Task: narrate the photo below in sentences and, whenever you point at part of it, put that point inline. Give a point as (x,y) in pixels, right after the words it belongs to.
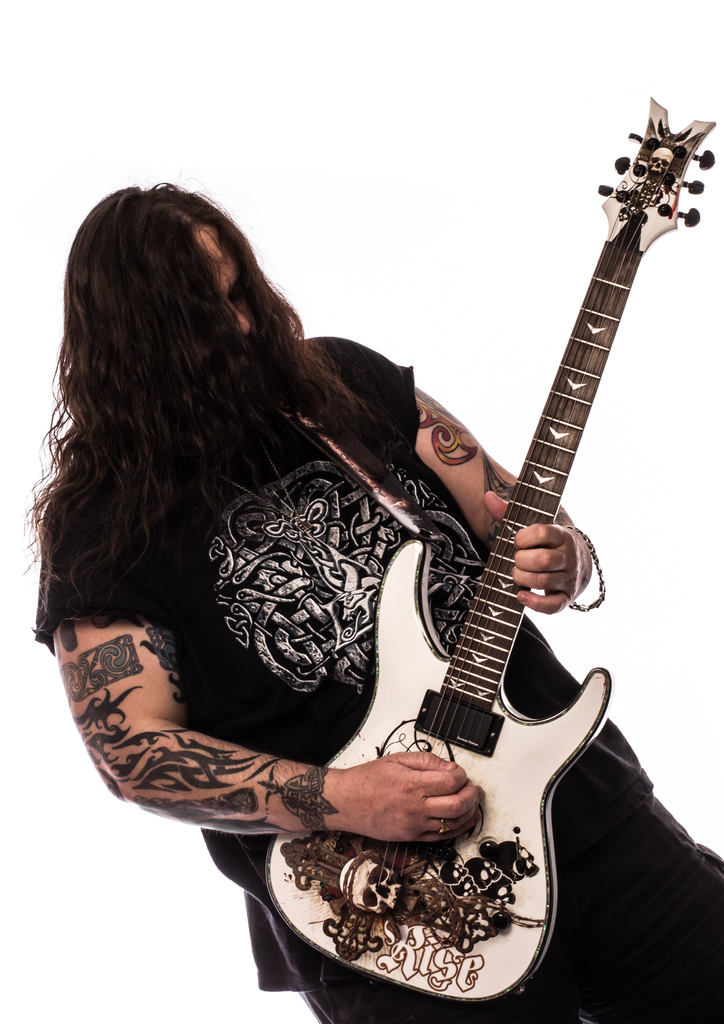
This picture shows a man (328,752) holding a guitar (459,743) in his hands (427,815) and standing. There is a white background (418,117).
